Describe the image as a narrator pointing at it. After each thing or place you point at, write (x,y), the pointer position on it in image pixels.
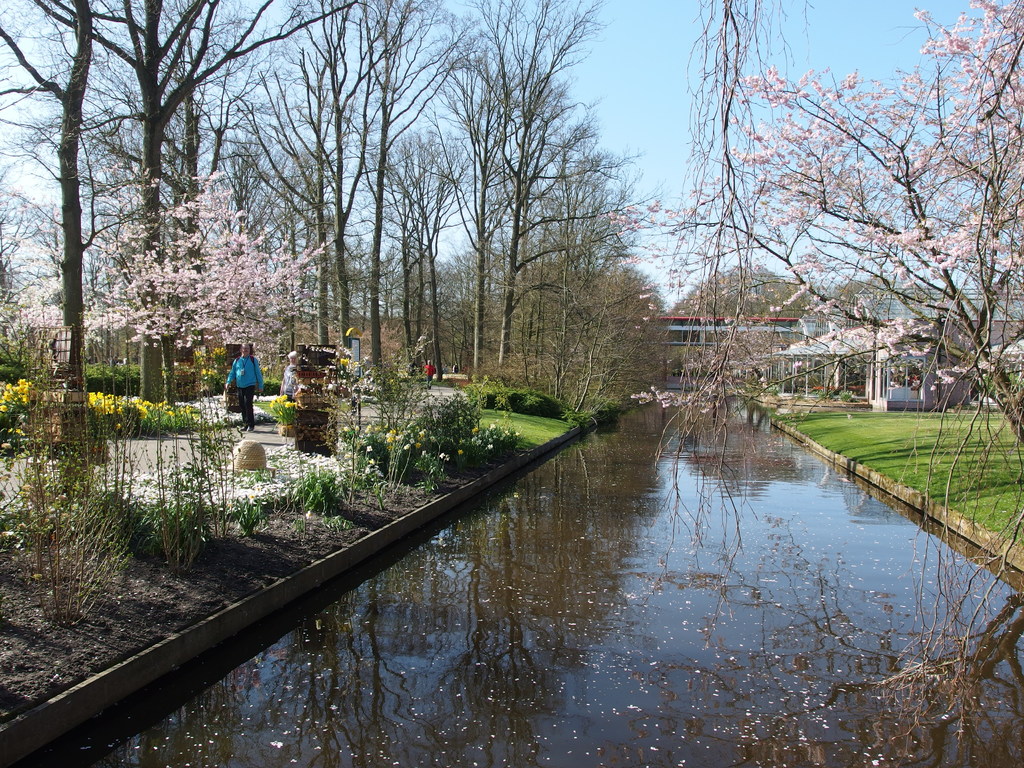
In this picture we can see the grass (893,431), water (600,514), plants (56,536), trees (197,235), buildings (911,367) and a person (253,394) standing on the ground (208,454), some objects (235,404) and in the background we can see the sky (709,117).
